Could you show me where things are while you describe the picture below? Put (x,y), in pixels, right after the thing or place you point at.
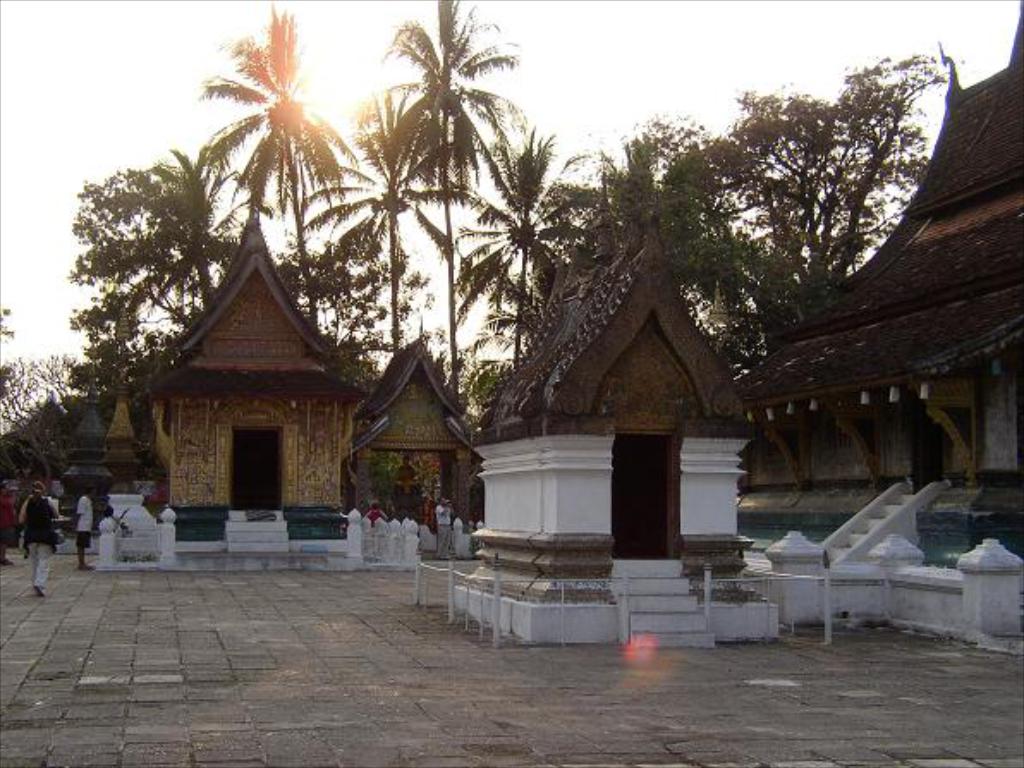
In this image there are temples (804,340). People (439,501) are standing on the floor (343,678). Left side (43,553) there is a person (45,537) walking on the floor (125,573). Background (66,407) there are trees (532,200). Top of the image (325,87) there is sky (371,97), having a sun (340,82).
